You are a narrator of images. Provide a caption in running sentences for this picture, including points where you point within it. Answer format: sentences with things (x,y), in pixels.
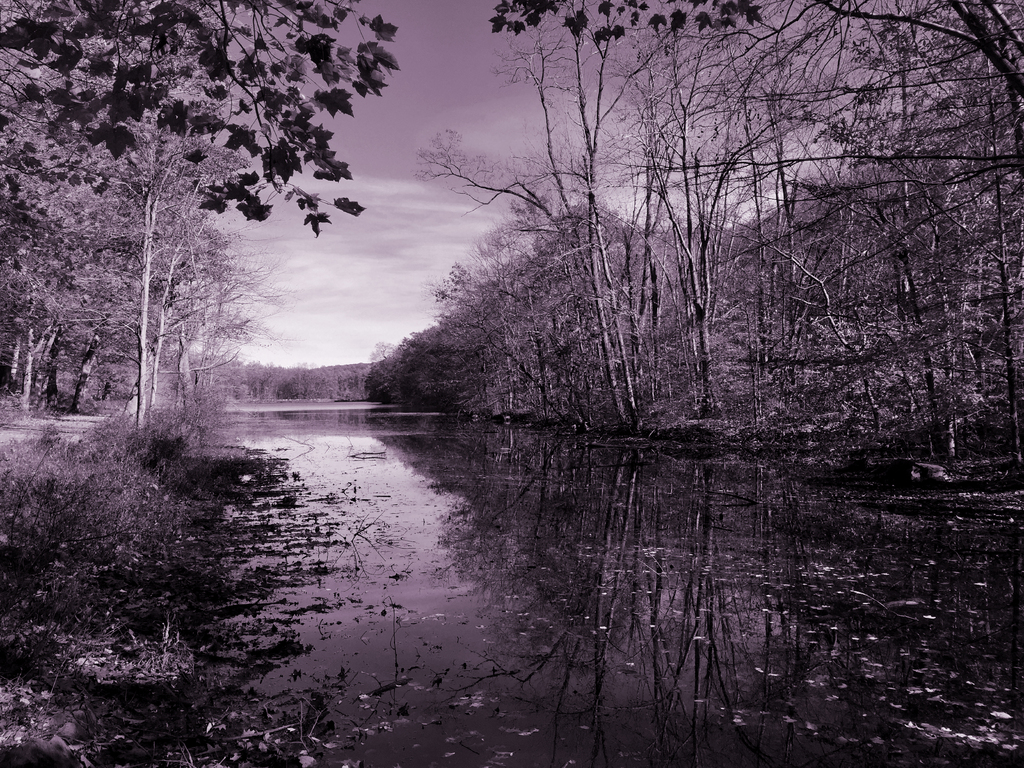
In this picture there are trees (616,150). At the top (427,78) there is sky (407,91) and there are clouds (413,177). At the bottom (422,597) there is water (238,434) and there are dried leaves (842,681) on the water (783,628). On the left side of the image (32,434) it looks like a pavement (61,423) and there are plants (123,447).
